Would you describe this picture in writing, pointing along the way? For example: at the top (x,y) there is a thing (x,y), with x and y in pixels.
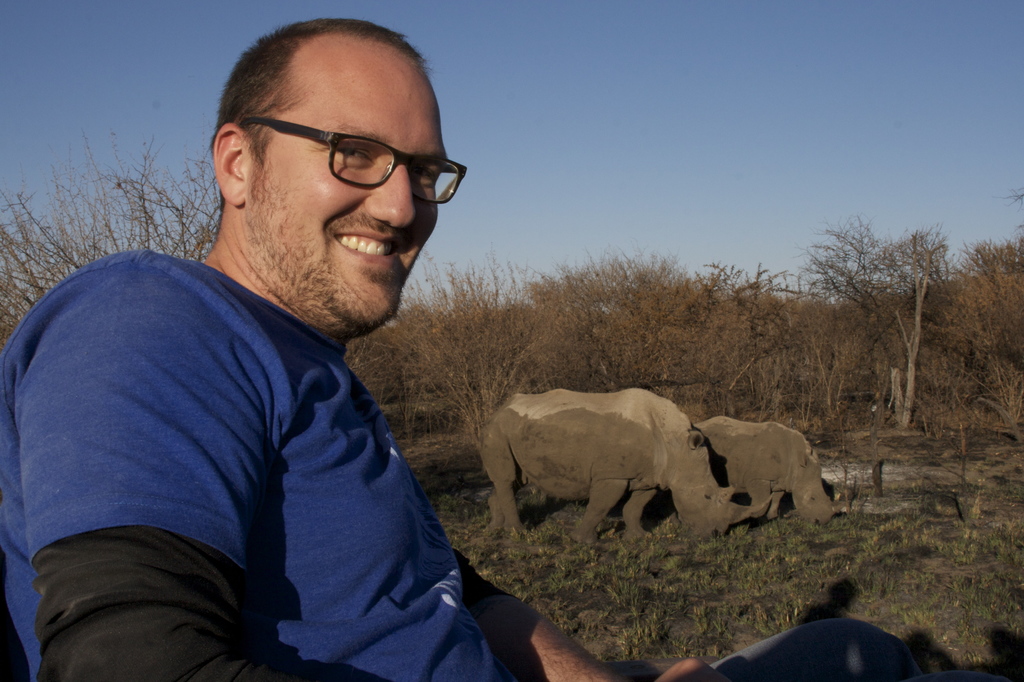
In the image we can see a man (159,424) wearing clothes (112,346), spectacles (332,151) and the man (286,240) is smiling. This is a grass (709,577), mud (887,482), trees (732,351) and a pale blue sky (601,163). We can even see there are two rhinos (681,466).
